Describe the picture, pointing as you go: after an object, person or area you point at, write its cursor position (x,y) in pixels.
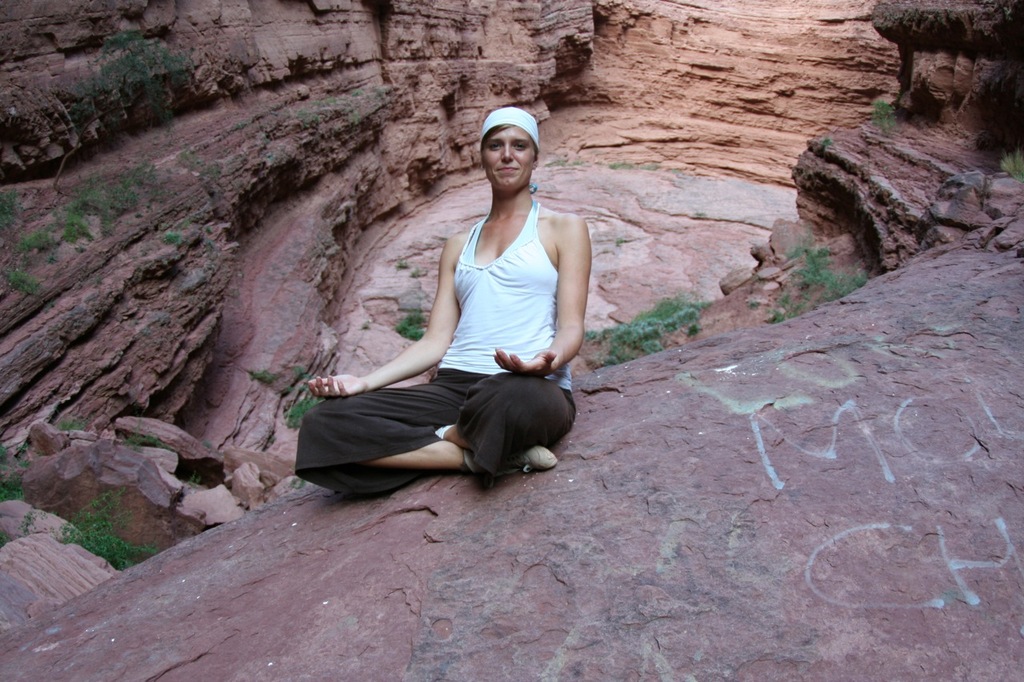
Here I can see a woman (493,401) sitting on a rock (537,528), smiling and giving pose for the picture. In the background (379,184) there are many rocks (100,311) and also I can see few plants (681,324). On the right side (1002,566) there is text (853,402) on the rock (723,583).
